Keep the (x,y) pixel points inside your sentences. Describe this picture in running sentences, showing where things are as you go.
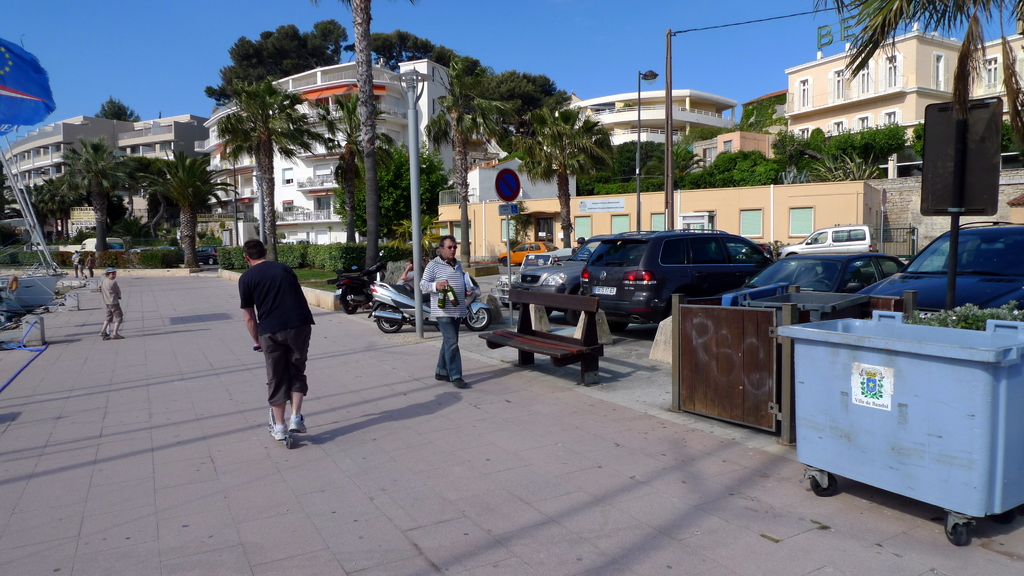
This image consists of a road (344,419) on which a man (284,377) is skating. He is wearing black dress (267,337). Beside him, there is a man (446,248) walking and holding bottles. To the right (864,430), there is dust bin (861,427), along with a bench (594,346) and there are cars (815,255). In the background (296,236), there are building (188,126) and trees (188,170).
